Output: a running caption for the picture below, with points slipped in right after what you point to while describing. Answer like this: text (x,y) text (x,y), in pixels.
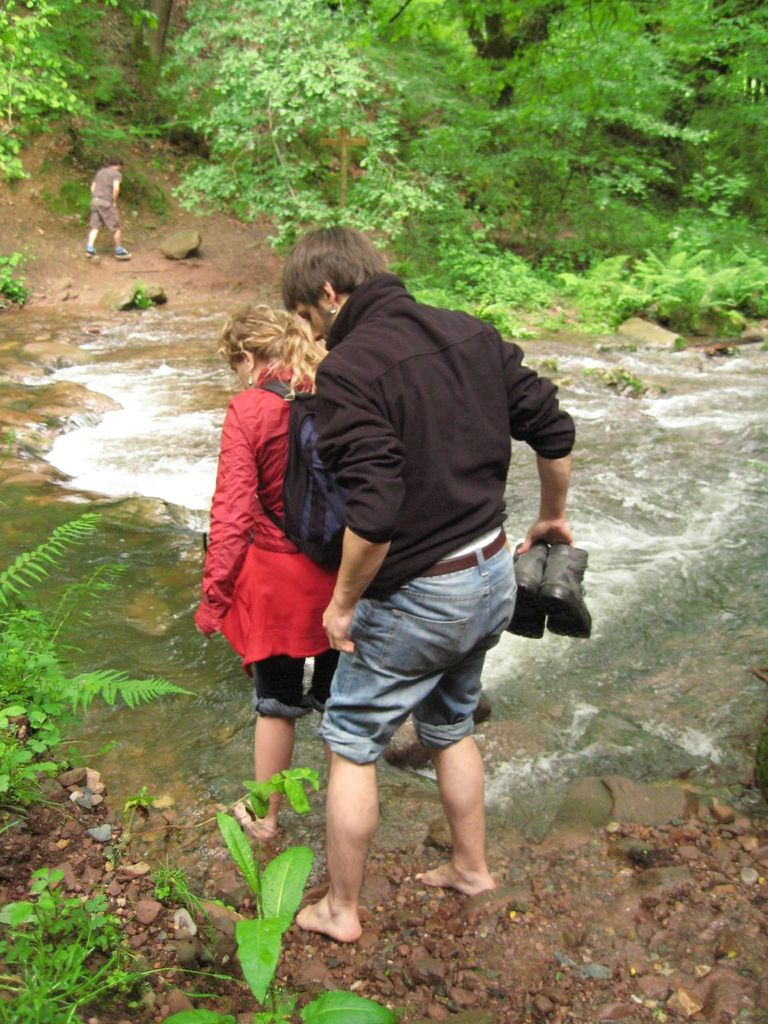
This might be a picture taken in a forest (536,194) or in a park (165,226). In this picture in the center (294,521) there are two people (307,562) crossing the water (148,475). In the foreground (328,961) there is stones (652,913) and mud (605,916). On the right (716,494) there is water (662,478) on the left (44,722) there are plants (57,891). In the top left (120,229) there is a man (92,239) walking, and the background (562,80) there are trees (398,95).
